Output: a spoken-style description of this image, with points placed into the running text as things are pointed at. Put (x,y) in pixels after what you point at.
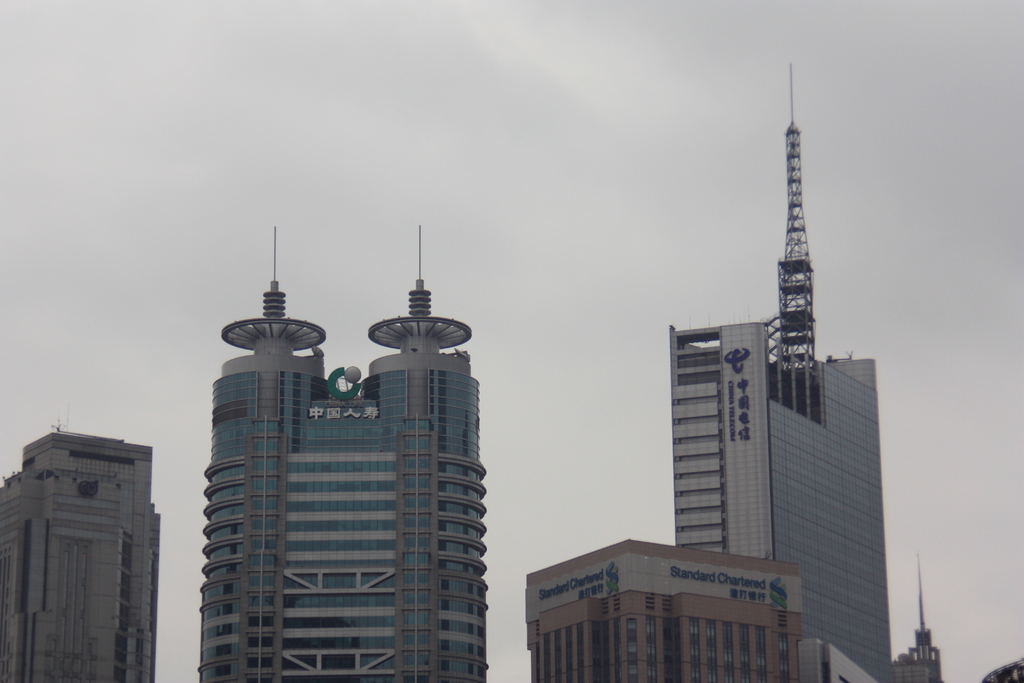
In this picture I can observe buildings (393,447) in the middle of the picture (434,447). In the background (537,164) I can observe sky (478,125).
